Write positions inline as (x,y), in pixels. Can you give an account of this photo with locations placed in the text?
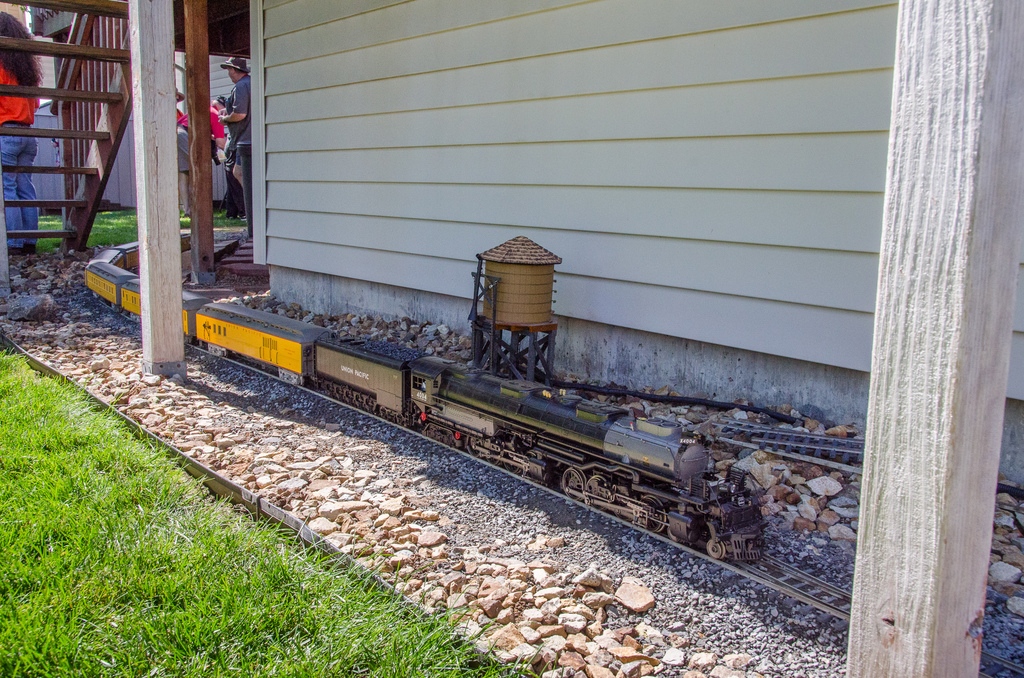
In this image there is a shed (645,163) and we can see a toy train (610,473) on the track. There are stairs (105,167) and we can see people (246,165). At the bottom (146,570) there is grass (183,564) and we can see an object (546,337). There are stones (464,523).
